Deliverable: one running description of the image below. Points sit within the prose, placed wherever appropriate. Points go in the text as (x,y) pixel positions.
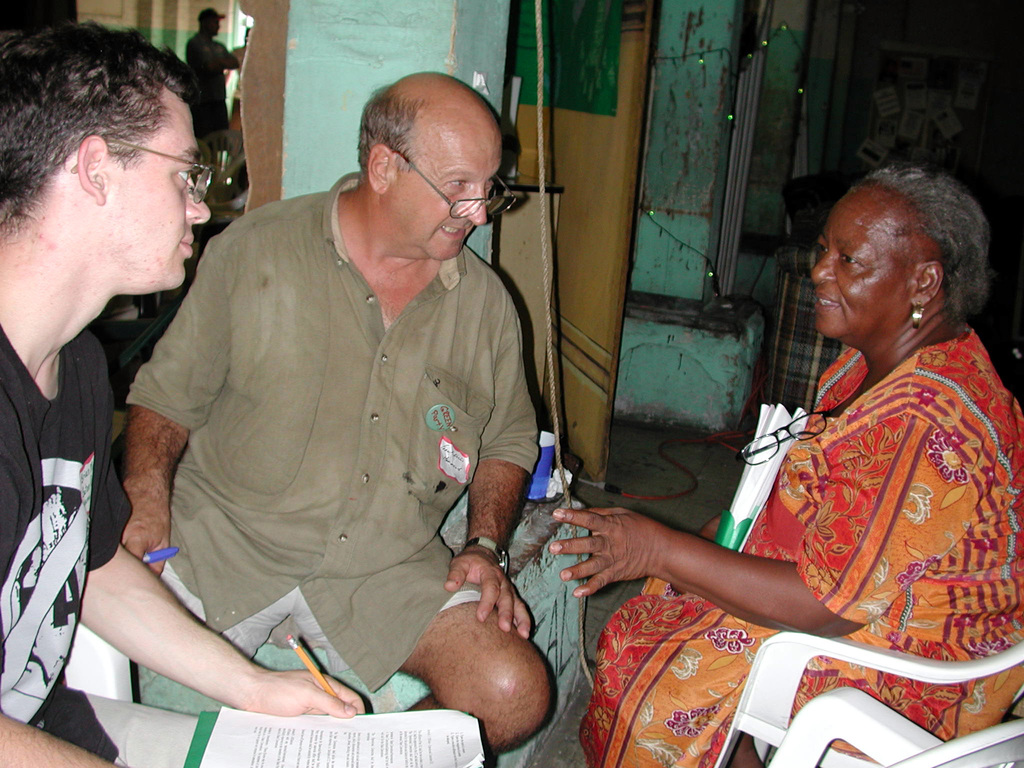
In this image in front (168,734) there are people (520,614) sitting on the chairs (899,669). On the left side of the image (213,18) there is another person (201,13) standing on the floor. On the right side of the image (791,344) there are a few objects (777,342). In the background of the image (325,53) there is a wall (665,80).
